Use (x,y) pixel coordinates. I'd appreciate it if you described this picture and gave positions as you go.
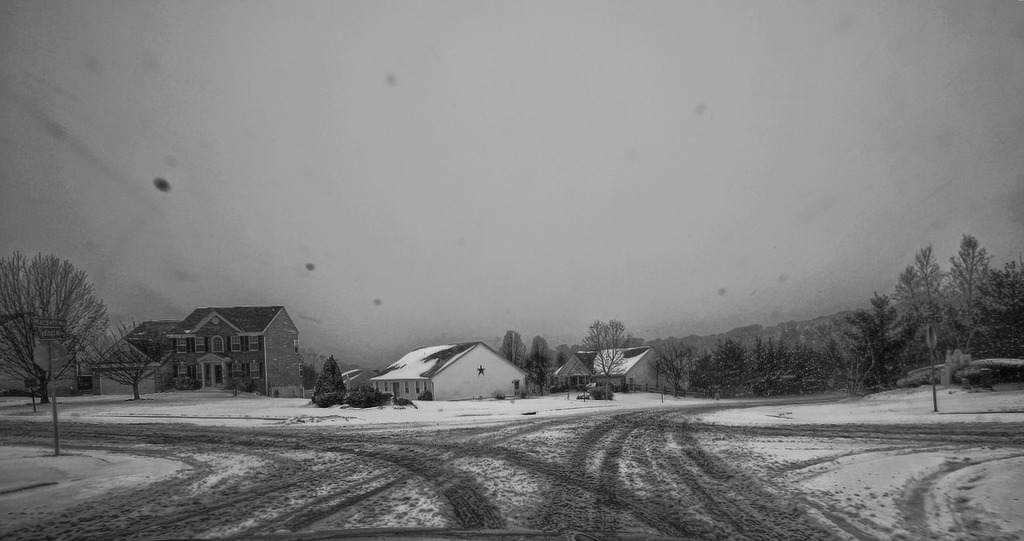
In the picture i can see some houses (82,373), trees (5,275), snow (400,432) and top of the picture (443,105) there is cloudy sky (534,106).
